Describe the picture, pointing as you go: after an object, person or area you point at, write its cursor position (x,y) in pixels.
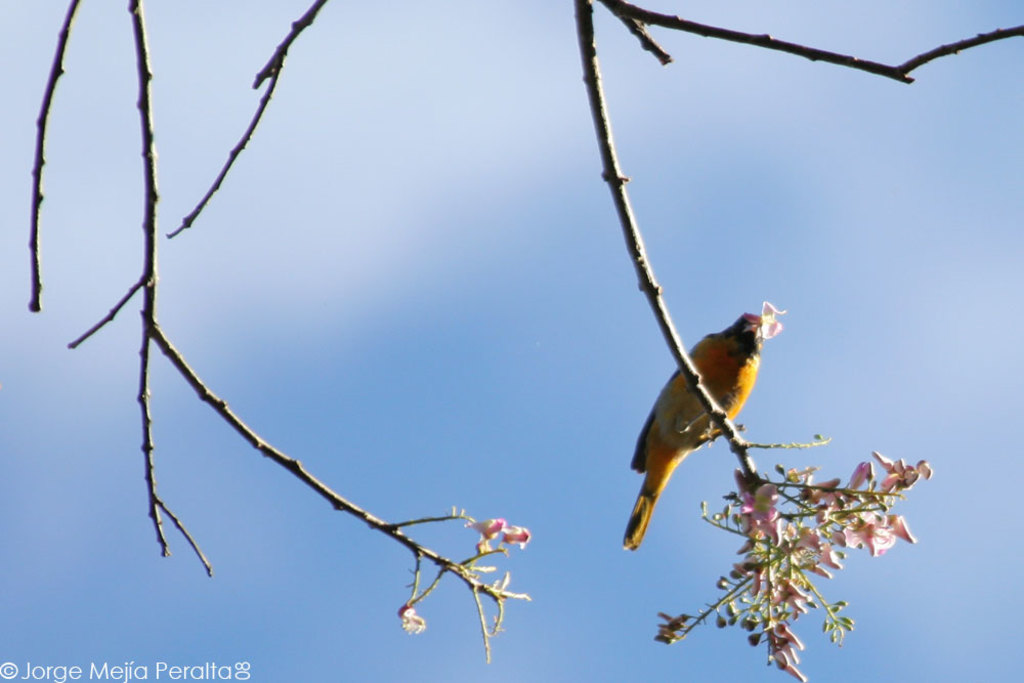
In this image we can see a bird (725,359) standing on the stems (658,307) of a tree (745,528). In the background (432,310) we can see sky (566,325) with clouds (334,315).
